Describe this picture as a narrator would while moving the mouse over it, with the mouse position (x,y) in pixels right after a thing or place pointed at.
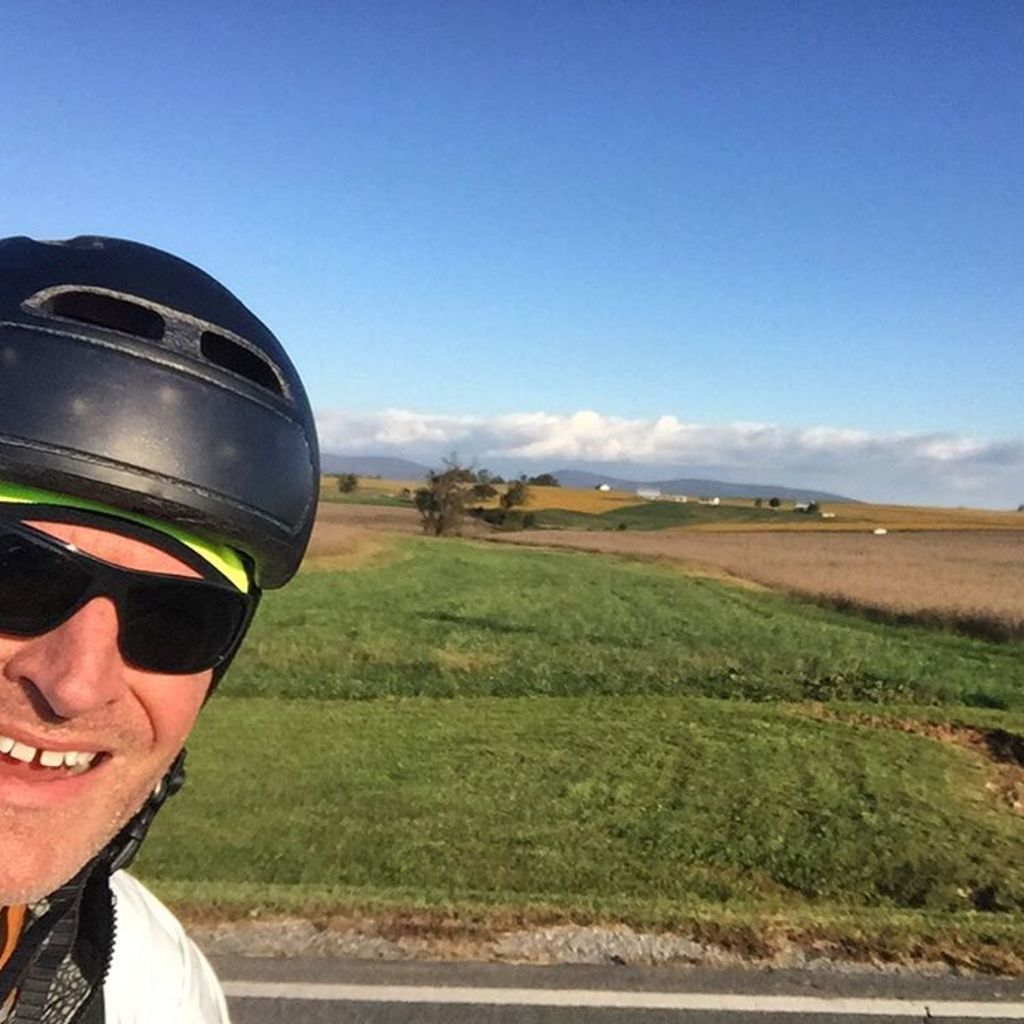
In this image in the foreground (114,639) there is one person (120,695) who is wearing a helmet (137,477) and smiling, in the background (494,809) there are some trees (505,511), mountains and grass (609,908). At the bottom (488,995) there is a road (894,990) and at the top of the image (447,247) there is sky (569,226).
